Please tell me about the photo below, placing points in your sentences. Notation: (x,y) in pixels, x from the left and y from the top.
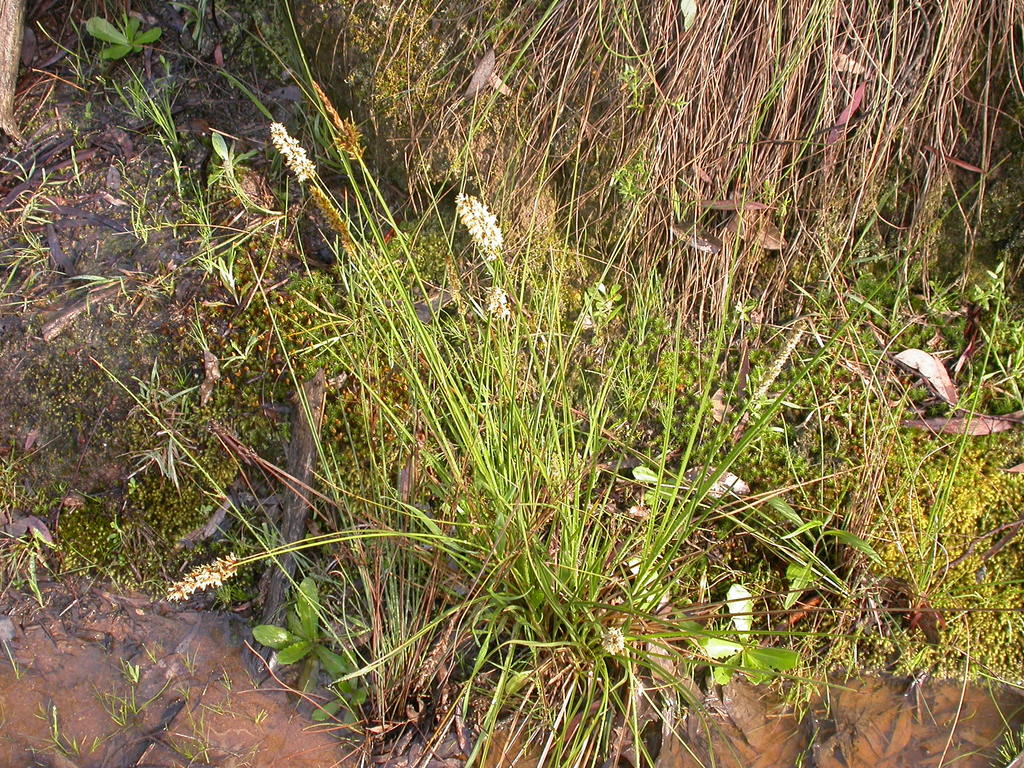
In this image, we can see green grass (579,497) on the ground (384,79).
